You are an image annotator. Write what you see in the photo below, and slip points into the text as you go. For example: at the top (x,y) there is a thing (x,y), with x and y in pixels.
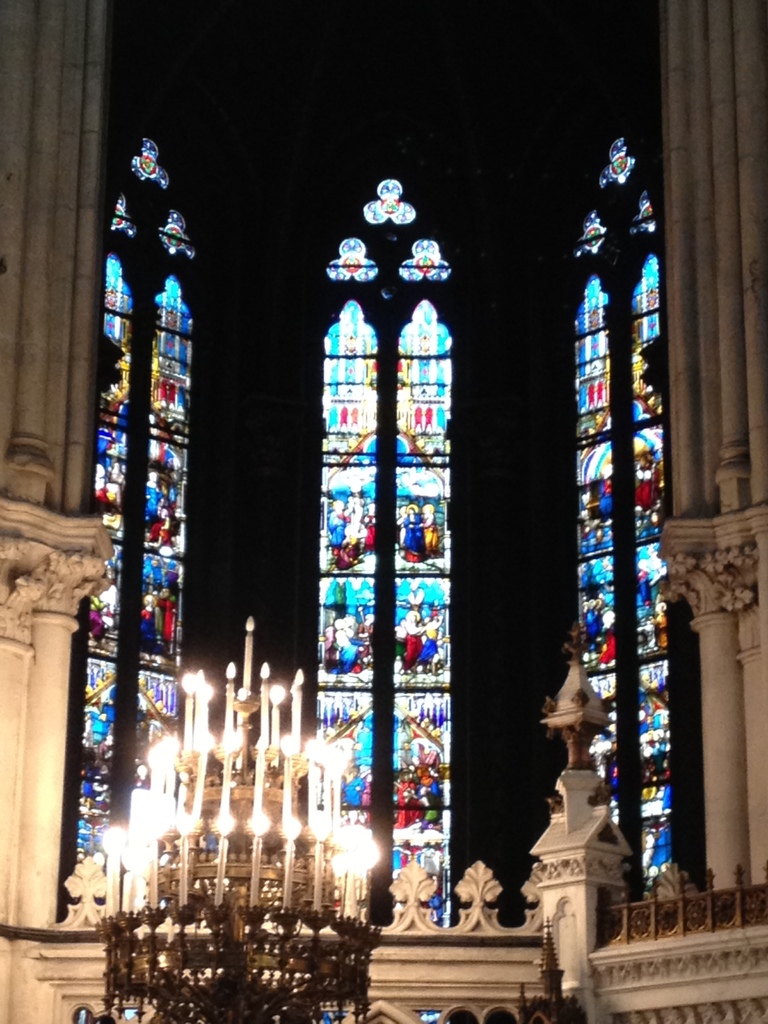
This picture is an inside view of a building (426,455). At the bottom of the image (247,969) we can see the candle lights (184,838) with stand (179,935). In the background of the image (332,263) we can see the glasses (340,414), pillars (711,582). On the glasses (369,540) we can see the painting (404,672) of the pictures (422,442).
